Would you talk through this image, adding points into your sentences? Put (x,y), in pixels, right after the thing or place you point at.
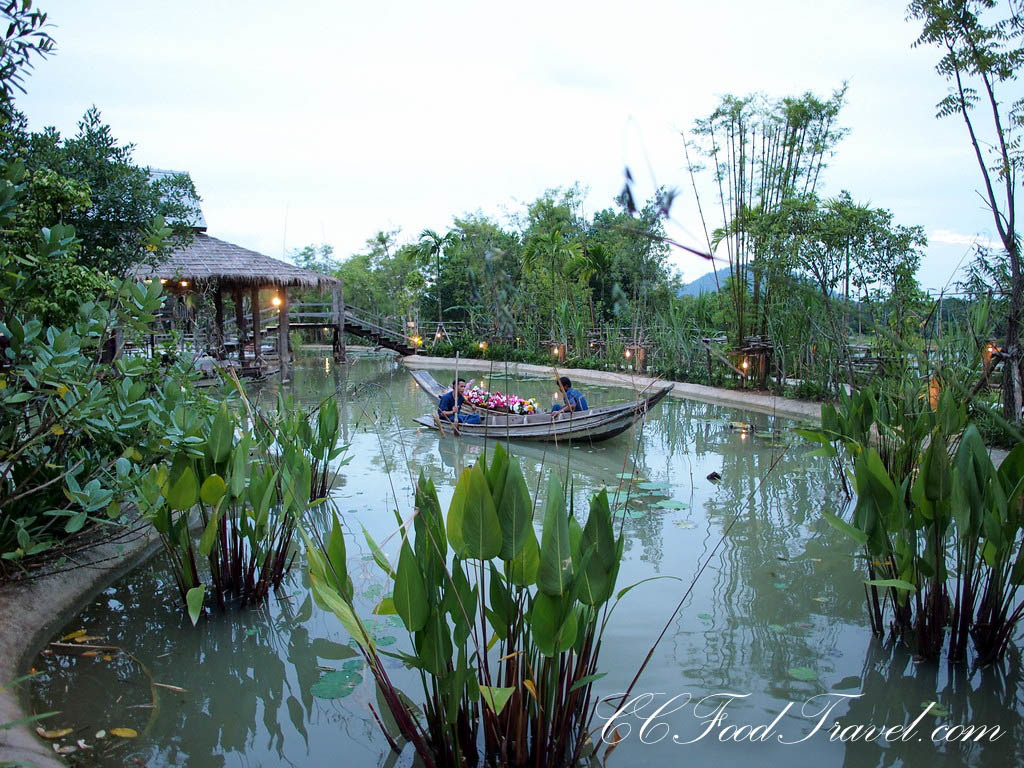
In this image I can see the boat (536,435) on the water (434,446). On the boat (602,425) I can see two people (477,416) with blue color dresses (463,414). To the side I can see many plants (87,367) and lights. In the background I can see the hut (270,276) and the sky (418,133).
